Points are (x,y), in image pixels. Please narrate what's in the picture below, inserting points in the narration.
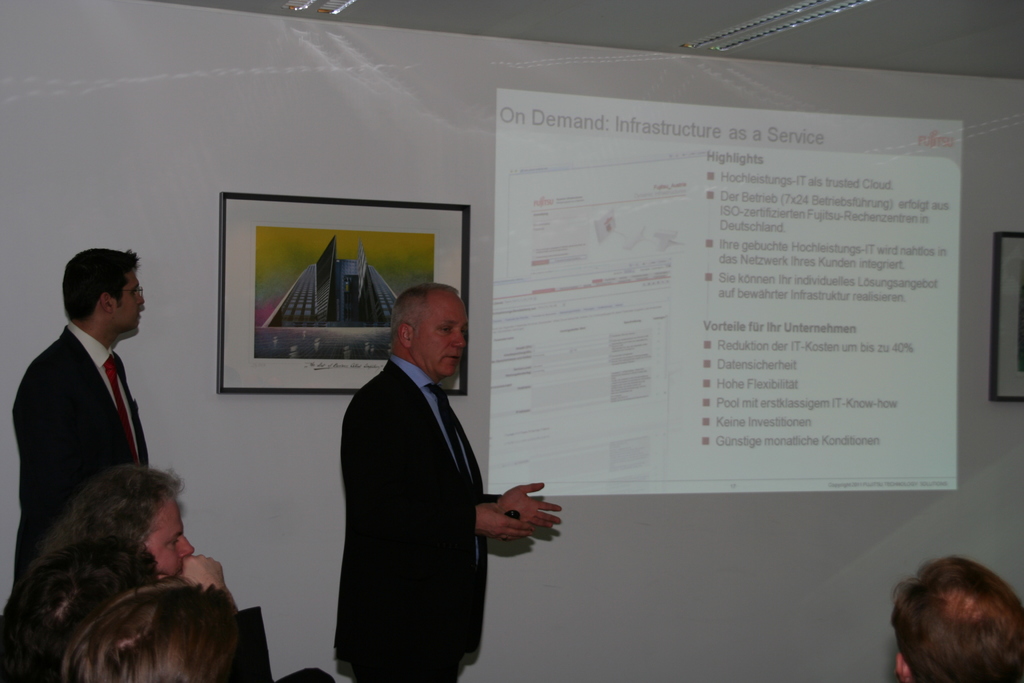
On the left side (100,424) I can see two men (390,491) are standing. One man (426,420) is talking something. At the back of this man (441,427) I can see a wall (336,118) on which two frames (352,258) are attached and also I can see screen (653,187). This man (107,330) is looking at the screen (561,280). At the bottom of the image (966,630) I can see few persons (96,601). On the top (318,11) there are some lights (754,33).
